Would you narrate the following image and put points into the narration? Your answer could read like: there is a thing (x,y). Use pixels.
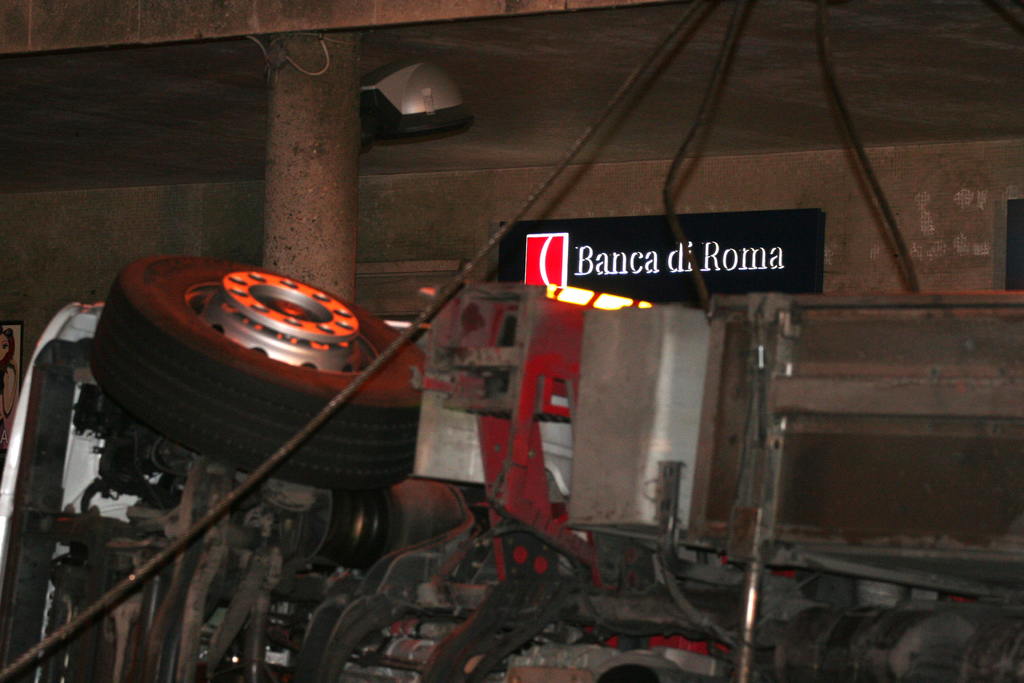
In the picture there is a machine (250,393), on the left side (210,426) there is a wheel (278,350) and behind the machine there is a wall (473,229) and there is some name plate (633,264) attached to that wall (677,193).
